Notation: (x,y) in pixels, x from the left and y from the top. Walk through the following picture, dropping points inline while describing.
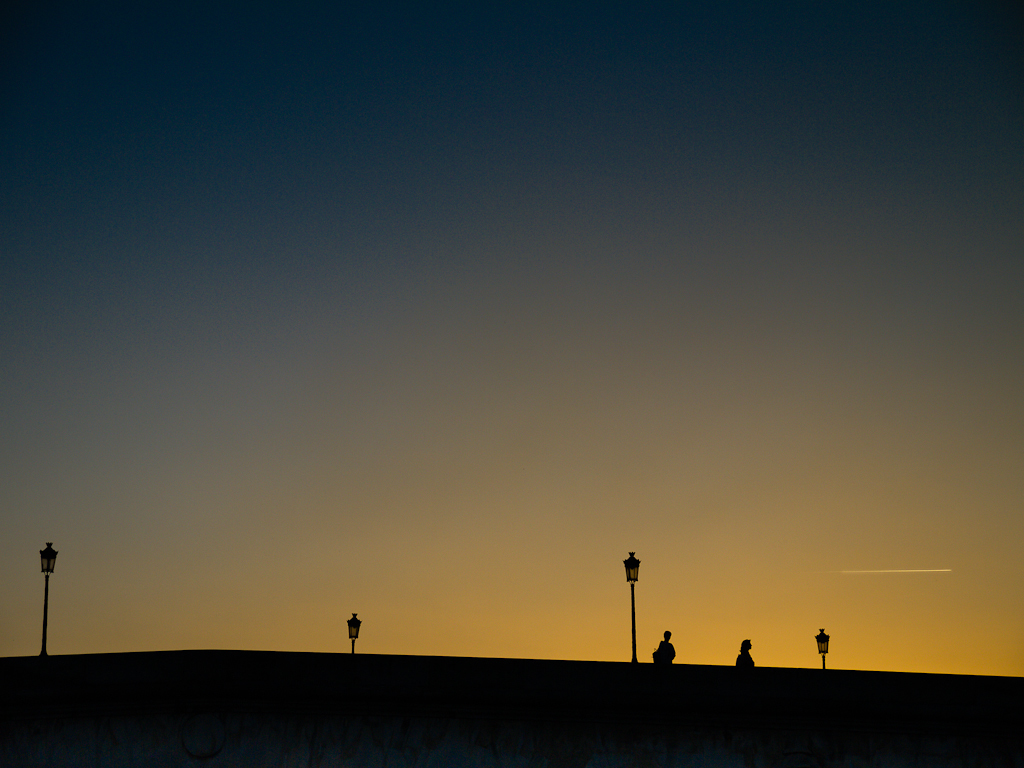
In this image, we can see some poles (44,651), on that pole (46,615) there are some lights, at the right side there are two persons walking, at the top (778,166) there is a sky (272,304).
